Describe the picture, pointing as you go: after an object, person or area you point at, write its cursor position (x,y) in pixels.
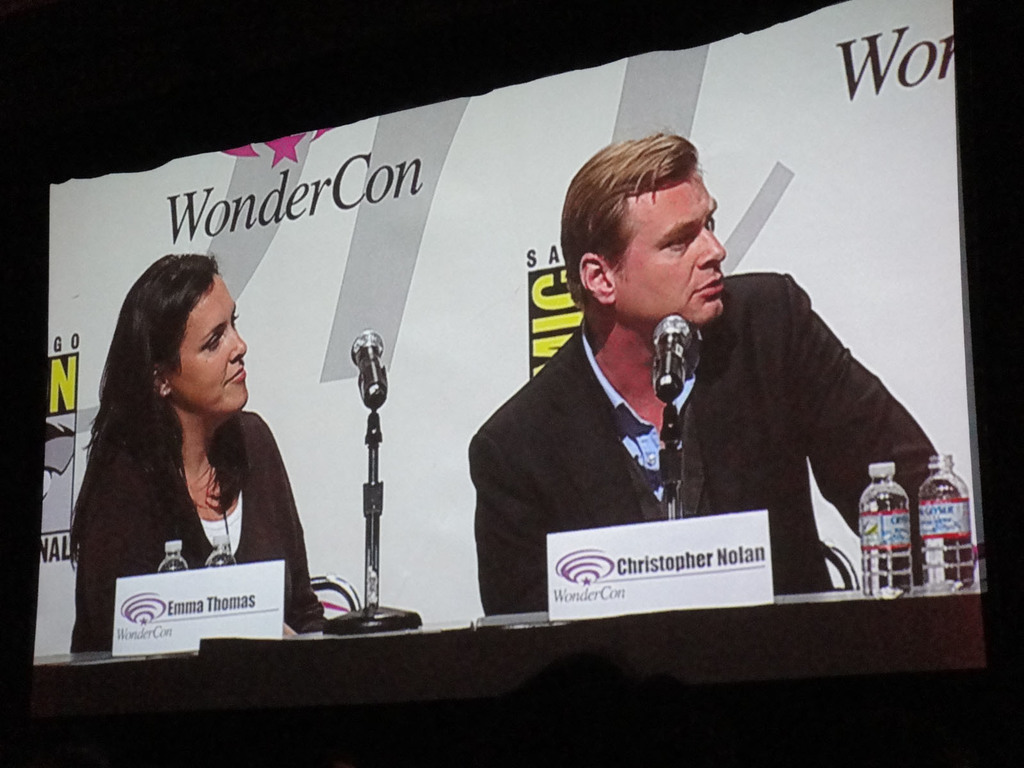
In this image there is a screen (336,514) and on the screen (319,371) we can a man (603,371) and a woman (166,368) sitting in front of mics (374,368) and also bottles (883,526) and name boards (651,565).
